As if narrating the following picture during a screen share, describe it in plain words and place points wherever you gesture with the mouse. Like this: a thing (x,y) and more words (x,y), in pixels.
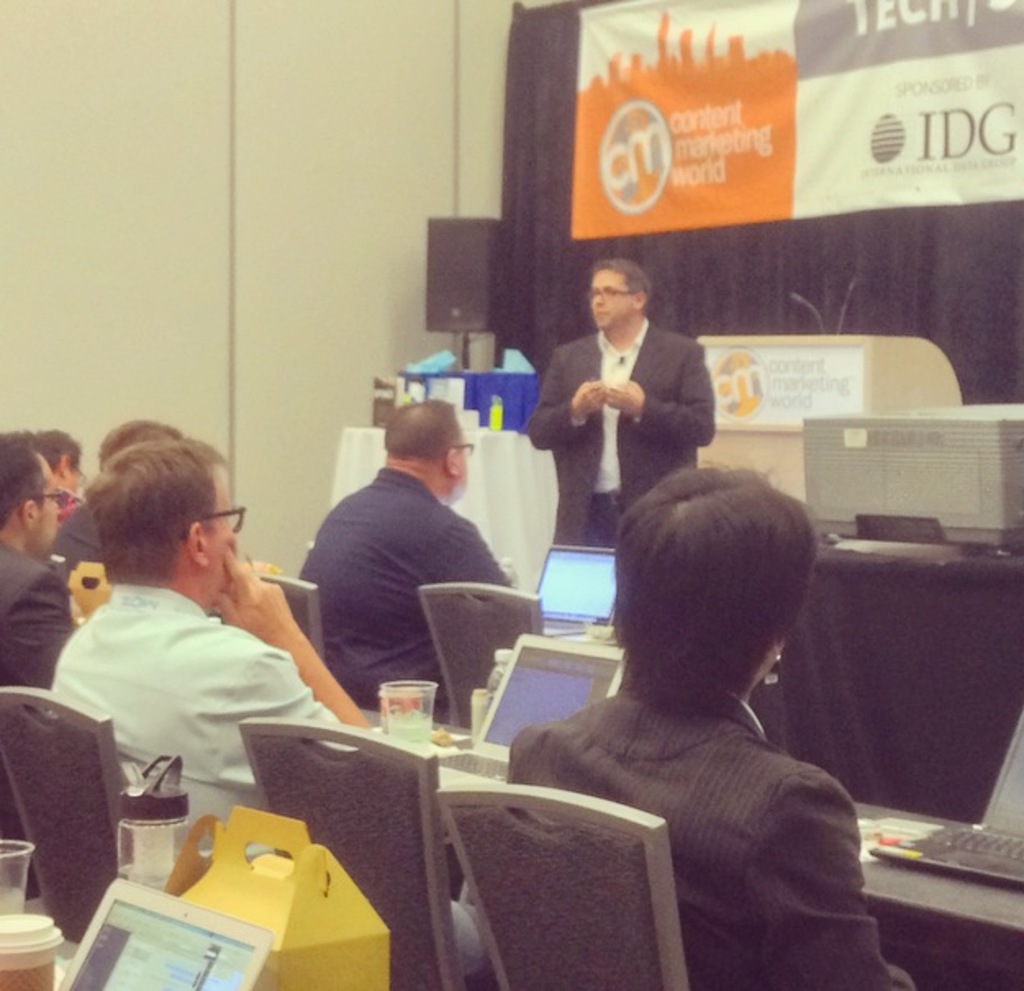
In the picture there is a person (698,424) giving a seminar in a room (95,92) and in front of him there are many people (603,734) sitting in front of the tables (1023,723) and on the tables (371,713) there are many laptops (200,926) and behind the man (617,318) there is a curtain (827,230) and there is a banner (821,141) in front of the curtain (521,252), on the left side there is a speaker (489,321).
